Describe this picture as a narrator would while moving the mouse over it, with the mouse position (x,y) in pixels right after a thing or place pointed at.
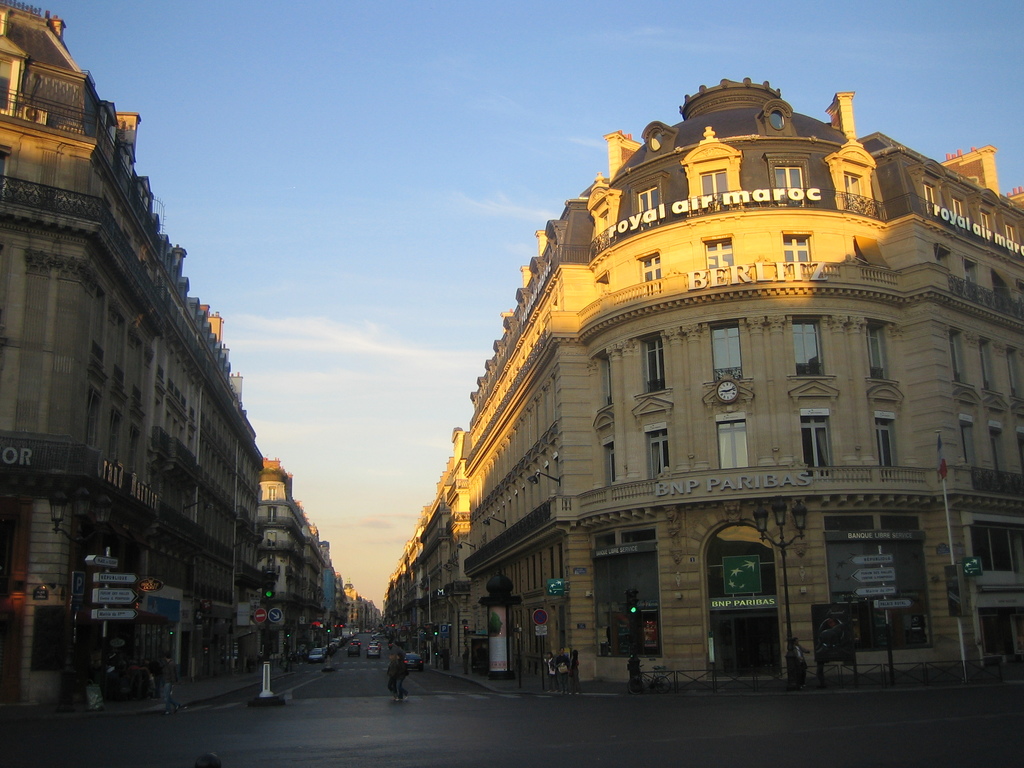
In the picture I can see buildings (618,643), vehicles (313,658) on roads (391,745), people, poles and some other objects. In the background (398,428) I can see the sky (413,401).
